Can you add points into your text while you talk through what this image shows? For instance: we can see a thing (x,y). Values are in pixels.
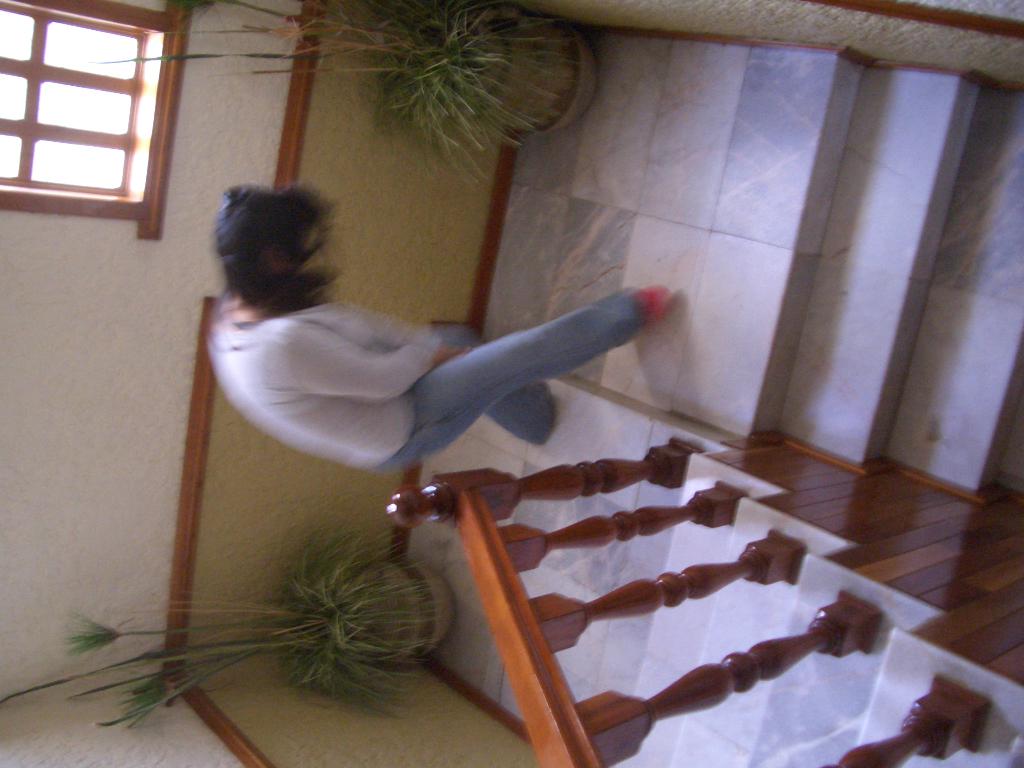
There is a woman (311,374) standing on the floor (577,391) and there is a staircase (708,554) beside her and there is a plant pot (334,630) on the either sides of her.
